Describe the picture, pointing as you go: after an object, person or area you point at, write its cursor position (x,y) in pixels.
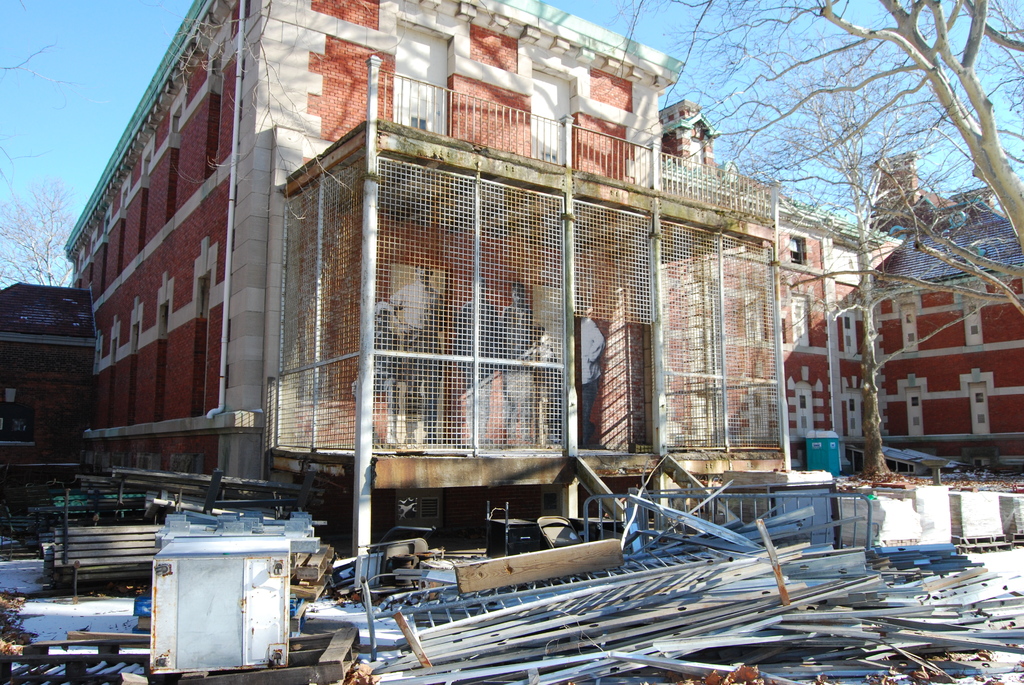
These are the buildings (880,389) with windows (978,401). This looks like an fencing sheet (459,371). I think this is the scrap (586,683). I can see the wooden bench (116,567). These are the trees (872,469) with branches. This looks like a portable toilet (809,459).
